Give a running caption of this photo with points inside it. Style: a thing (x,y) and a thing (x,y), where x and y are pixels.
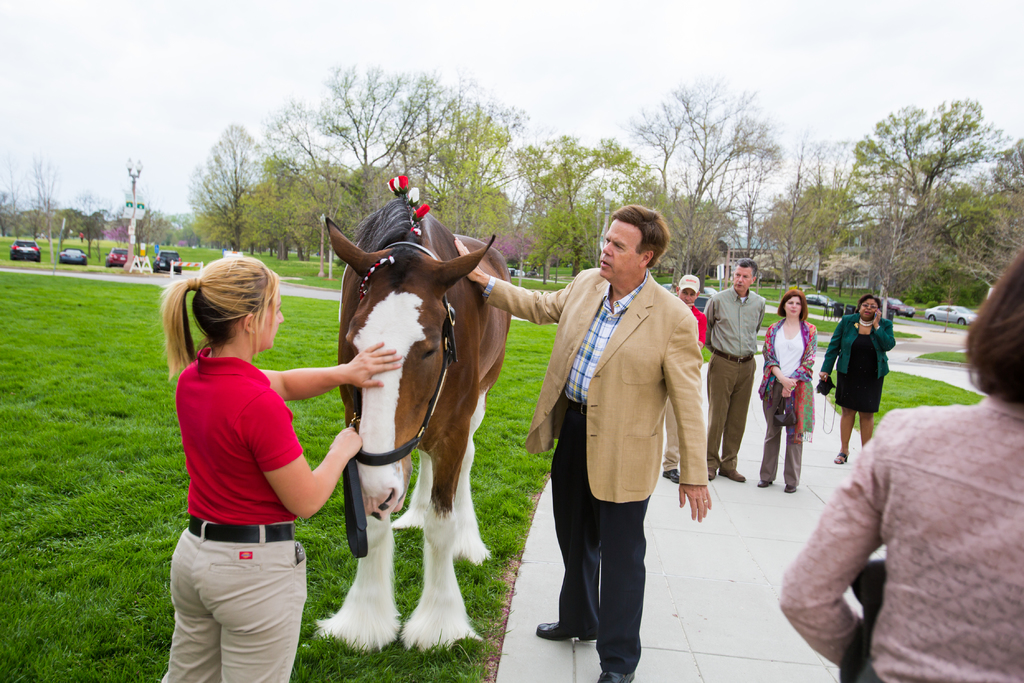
In this picture we can see some people (769,460) are standing on the road (732,637). This is the grass (129,526) and there is a horse (429,556). Even we can see some vehicles (18,246) here. and in the background (230,228) we can see many trees (771,221). And this is the sky (365,72).
